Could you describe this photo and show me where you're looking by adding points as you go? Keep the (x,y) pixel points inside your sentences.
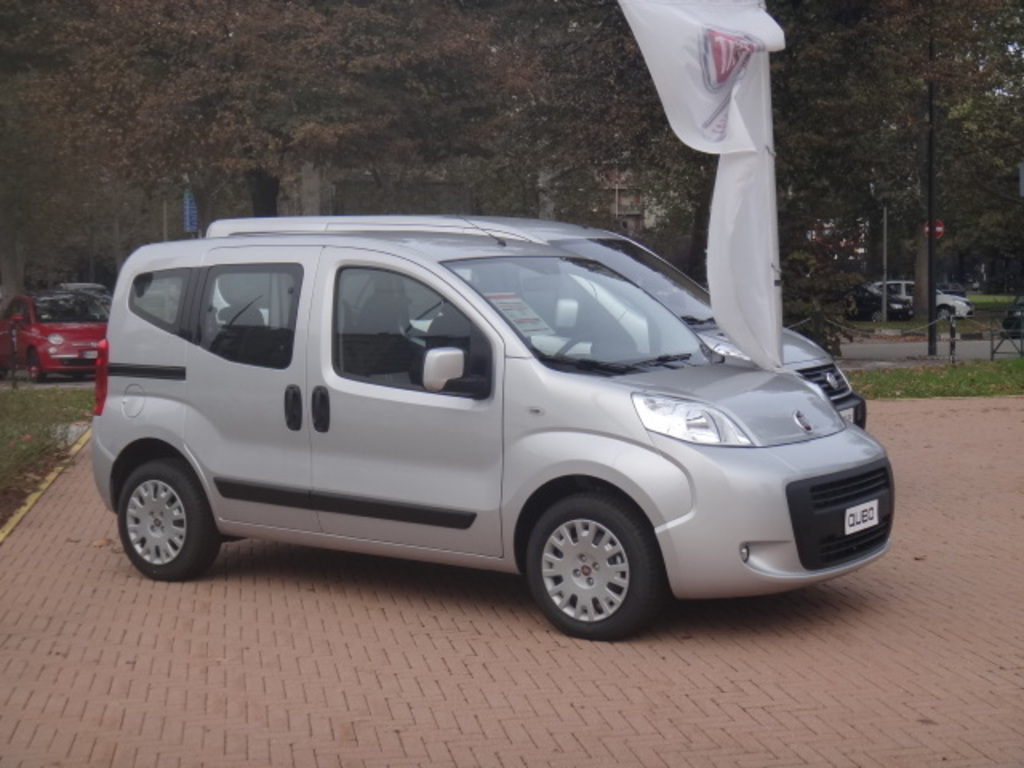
In this picture, we see two cars (472,433) parked and we even see a flag (737,88) in white color. Behind that, we see cars (83,323) moving on the road (966,359). There are trees (524,136) and buildings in the background (619,207).
